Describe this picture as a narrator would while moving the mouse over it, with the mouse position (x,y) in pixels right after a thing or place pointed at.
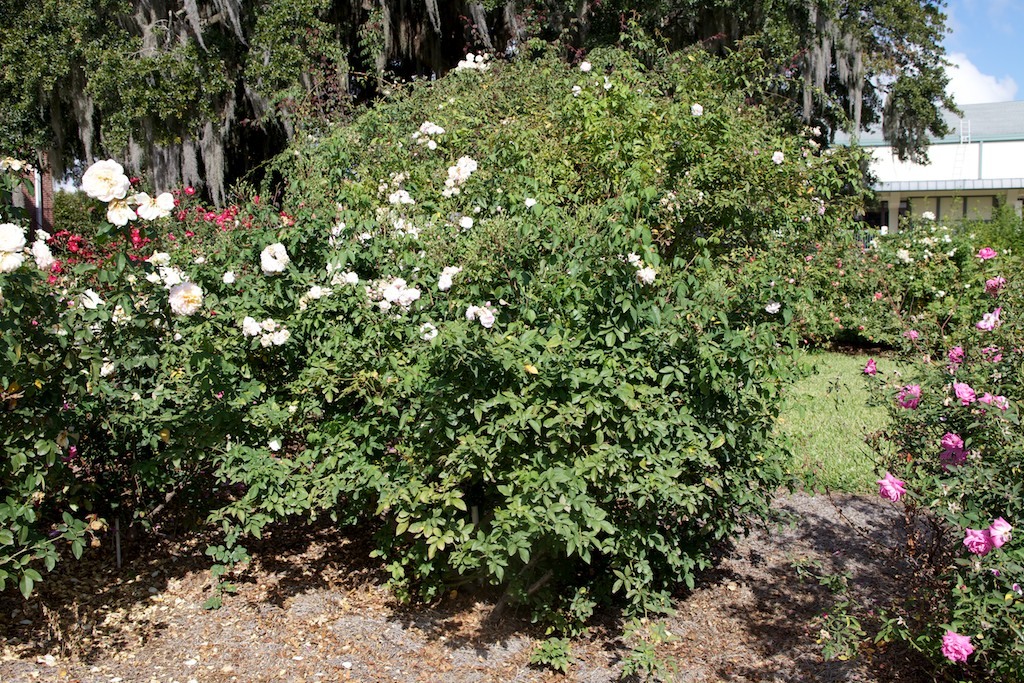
In this image we can see sky (970,87) with clouds (971,74), buildings (949,159), trees (416,76), plants (375,187) with flowers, grass (810,438), shredded leaves (444,629) and ground (216,611).
